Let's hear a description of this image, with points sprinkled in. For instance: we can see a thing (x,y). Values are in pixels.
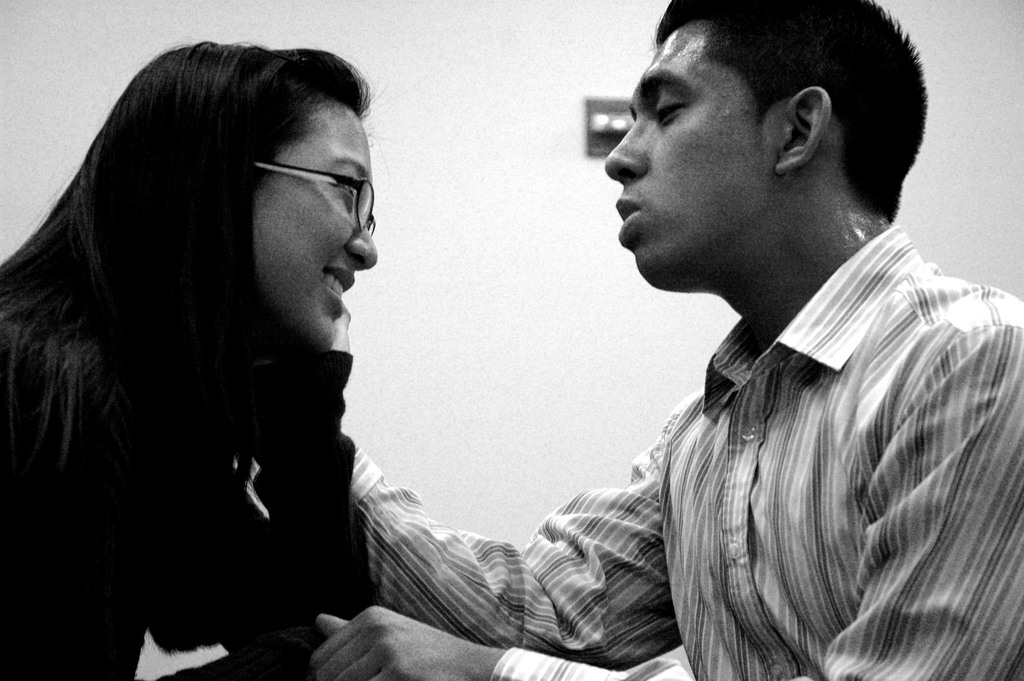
On the right of this picture (769,230) we can see a person (840,449) wearing shirt (719,453) and seems to be sitting. On the left (144,332) there is a person (218,179) wearing spectacles (299,171), smiling and seems to be sitting. In the background (502,115) we can see the wall (536,122) and some other objects (624,116).
